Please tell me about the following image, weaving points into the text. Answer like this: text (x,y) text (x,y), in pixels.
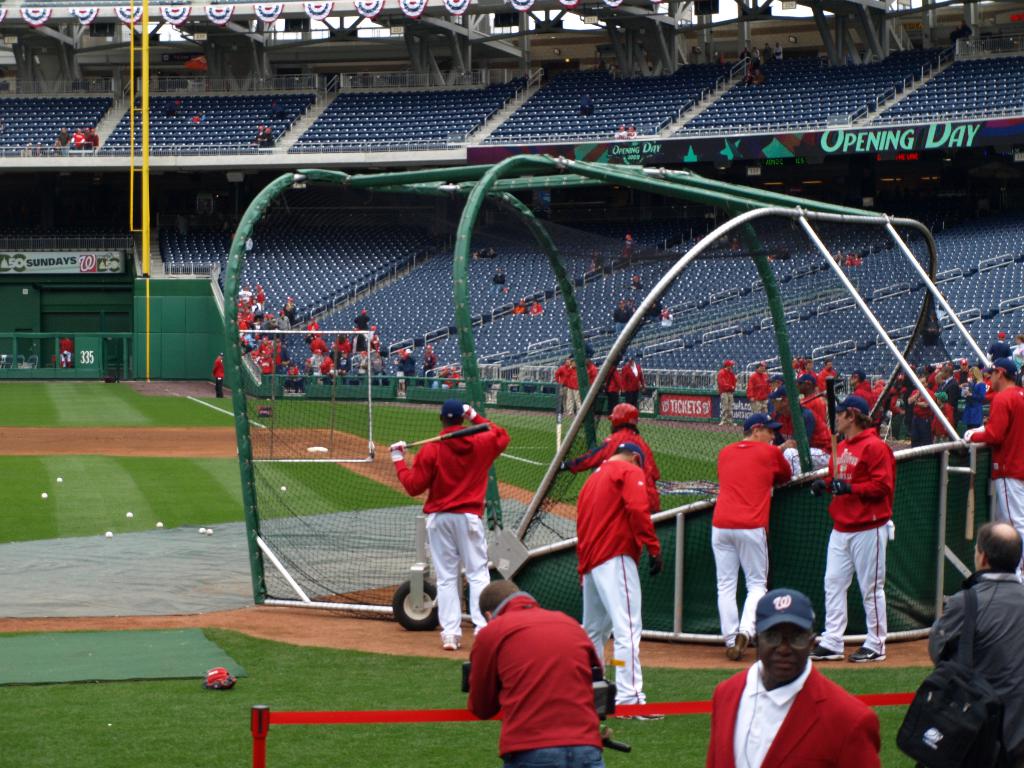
In this image we can see people (596,560) and there is a net (698,453). In the background (669,245) we can see bleachers (394,296) and there is a gate (111,348).
